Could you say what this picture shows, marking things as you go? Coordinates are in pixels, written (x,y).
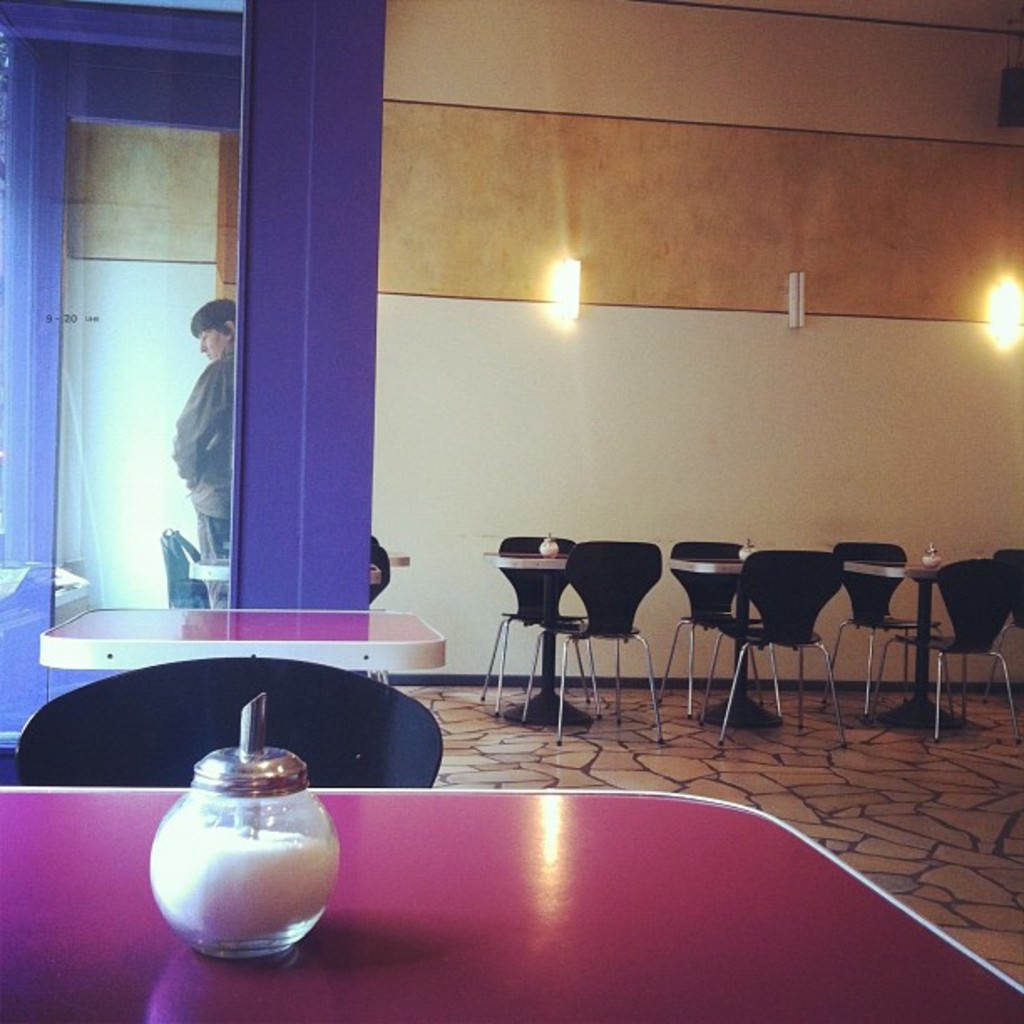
In this image we can see tables (433,789), chairs (936,704), glass (30,229), and a person (195,497). On the tables (88,867) there are bottles (256,951). Here we can see floor (922,785). In the background (391,426) there are lights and a wall (497,354).
